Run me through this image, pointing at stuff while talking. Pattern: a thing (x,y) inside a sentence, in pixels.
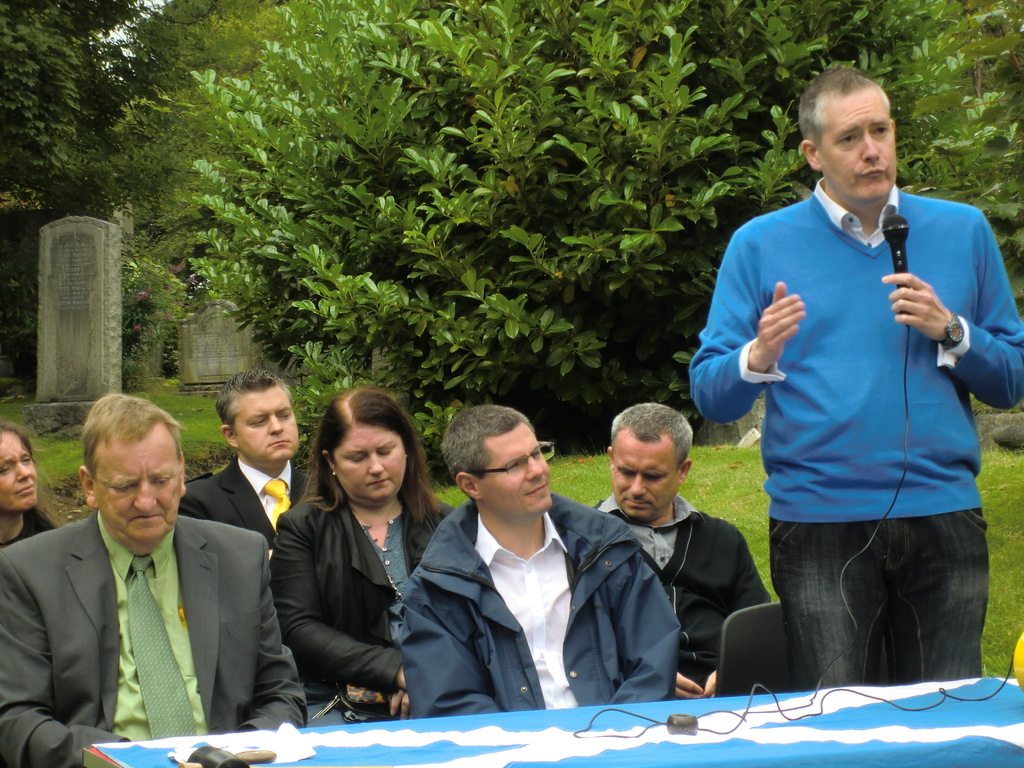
On the right side of the picture (893,397) there is a man (860,488) wearing a blue sweater (856,346) and a watch (956,335) to his hand (954,345) and this man (841,247) is giving speech. There are a group of people (412,586) sitting beside to him on the chairs (750,610). This man (533,590) is looking at the man (864,385) who is giving the speech. On the background of the picture (472,124) there are trees (518,154). In Front of the picture we can see a table (895,729) with blue and white carpet (659,740) on it. This is a tissue paper (296,743) and this man (154,573) on the left side of the picture (182,581) is sitting on the chair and looking towards the table (255,756).
